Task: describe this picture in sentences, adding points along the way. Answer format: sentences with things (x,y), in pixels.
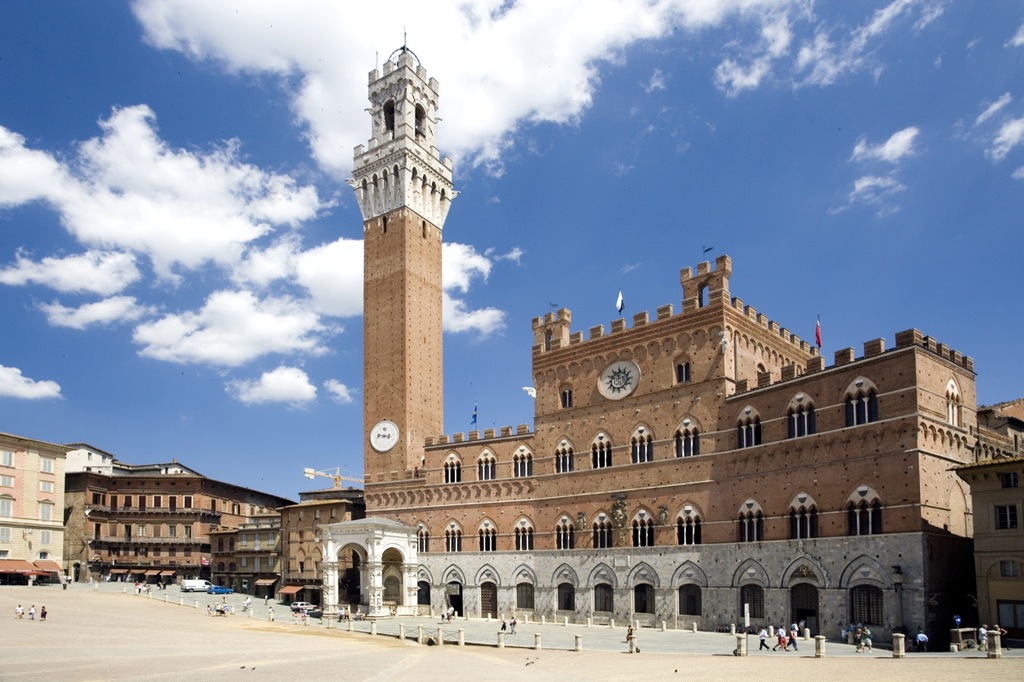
In this image, we can see buildings (534,583), tower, walls (939,485), pillars (334,547) and windows (4,503). Here we can see few flags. At the bottom of the image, we can see few people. Background (977,136) there is a sky (515,3).
